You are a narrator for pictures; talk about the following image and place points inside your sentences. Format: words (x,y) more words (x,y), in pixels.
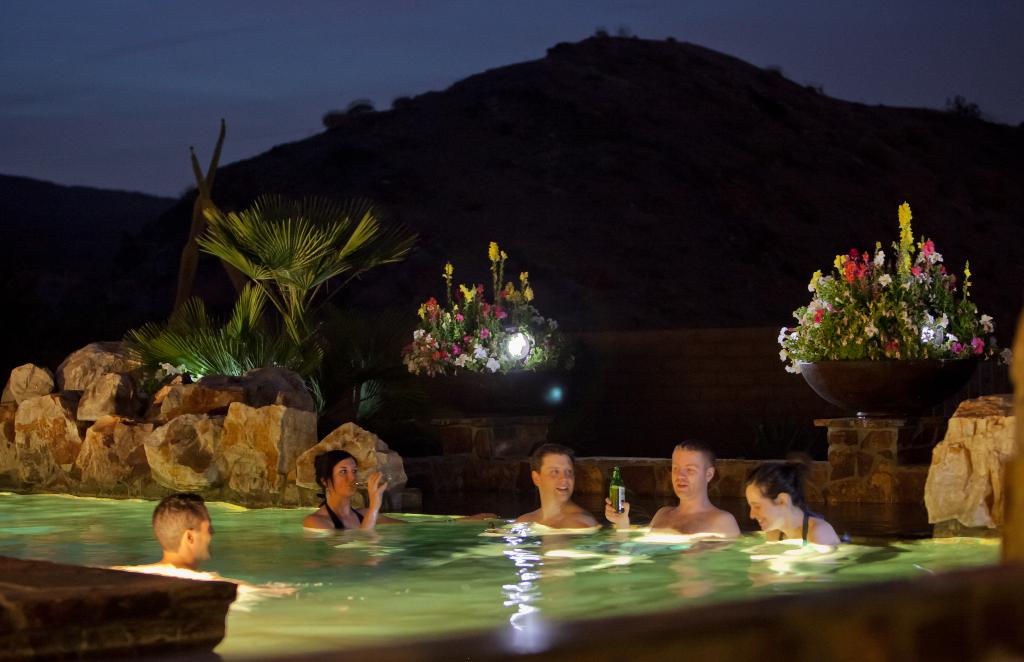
In this image I can see the group of people (353,522) in the water (373,554). I can see two people (369,523) holding their bottles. In the background (279,466) I can see the rocks (249,399), plant (232,334) and flower pots (465,357). I can see these flowers (854,312) are in red, white, yellow and pink color. I can see the mountains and the sky (395,57).
